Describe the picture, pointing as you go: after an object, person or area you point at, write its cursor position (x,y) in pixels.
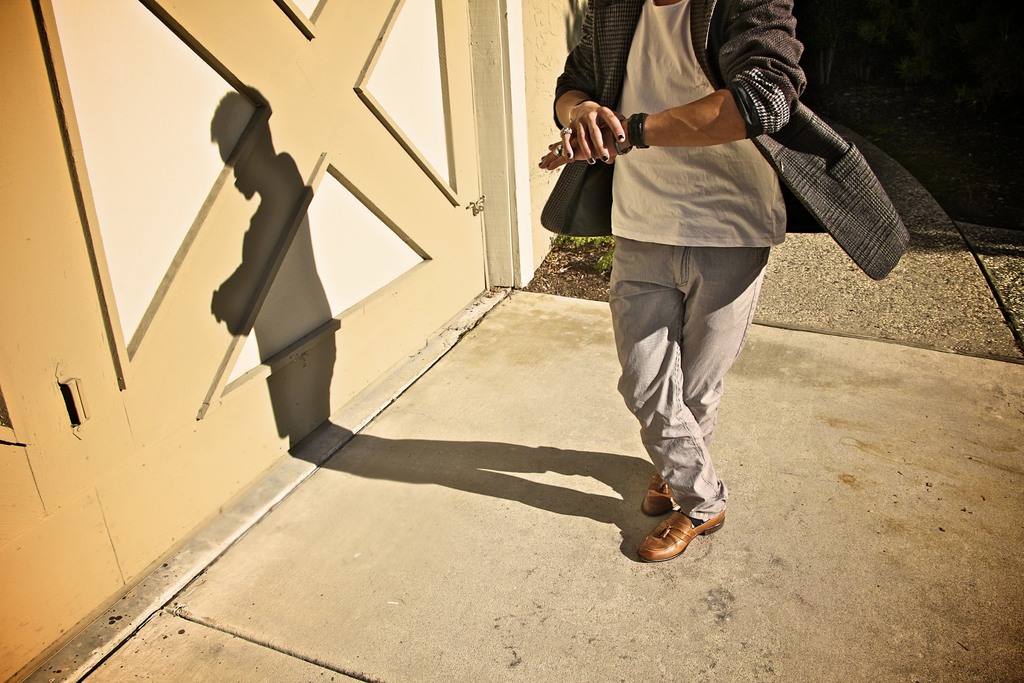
This image is taken outdoors. At the bottom of the image (495,500) there is a floor (885,293). On the left side of the image (280,222) there is a wall (360,126). In the middle of the image (682,277) there is a man (697,415).
